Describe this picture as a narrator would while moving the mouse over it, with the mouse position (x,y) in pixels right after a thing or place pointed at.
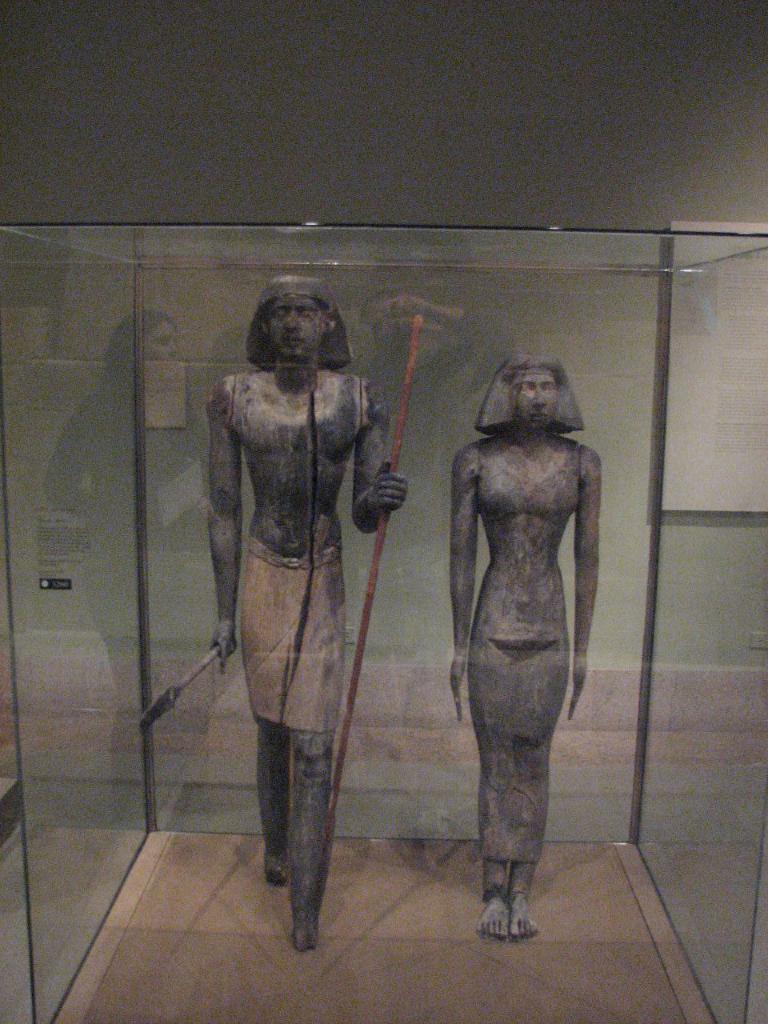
In this image we can see two statues (539,534) in a glass object (641,782).
